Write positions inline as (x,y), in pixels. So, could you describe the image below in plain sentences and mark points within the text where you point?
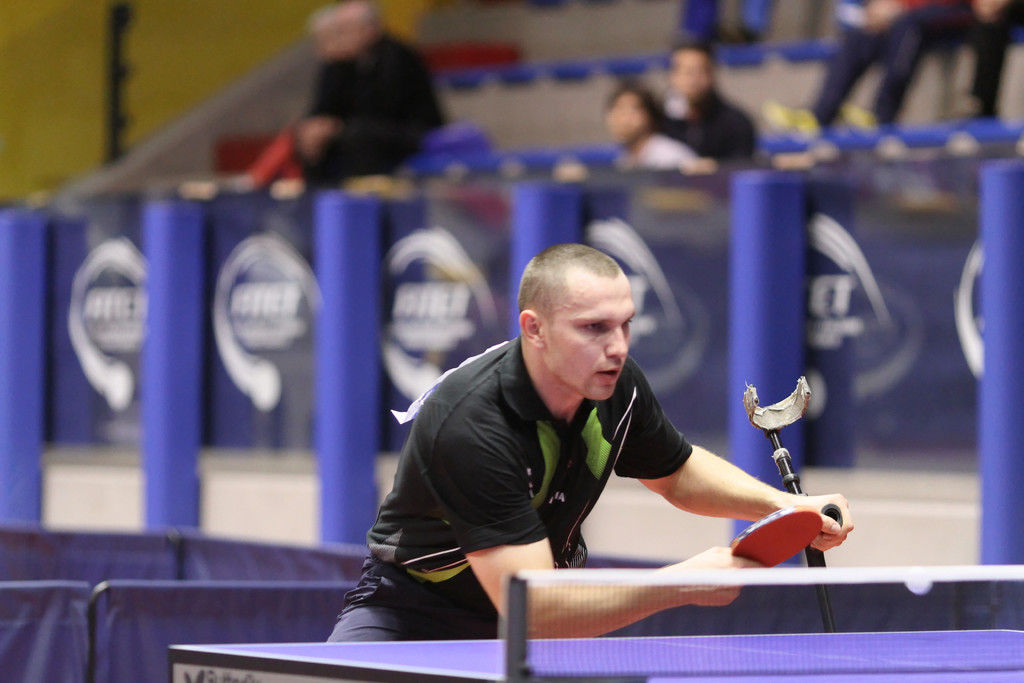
a person (508,478) is wearing a black t shirt (566,482) and holding a table tennis bat (784,533) in his hand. behind him there are few people (700,144) watching him.
